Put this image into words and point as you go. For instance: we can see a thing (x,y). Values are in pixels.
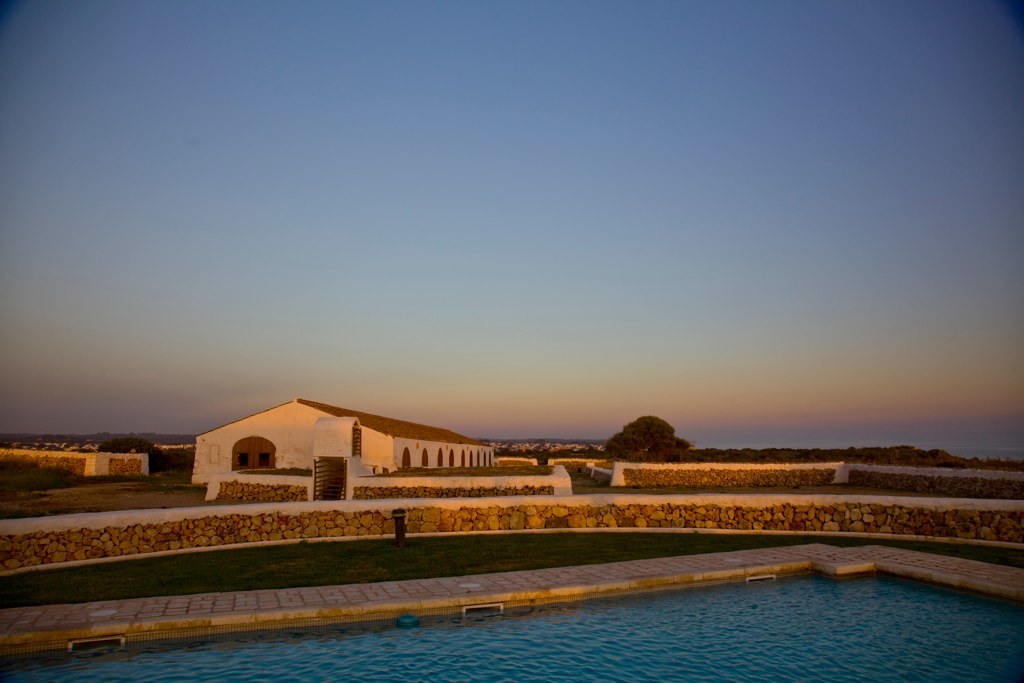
In this image there is a house (291,426) in the middle (405,449). At the bottom (500,645) there is a swimming pool (696,626). At the top (450,88) there is sky (484,124). In the background (642,441) there are trees (627,441) and buildings (567,443) at some distance.
